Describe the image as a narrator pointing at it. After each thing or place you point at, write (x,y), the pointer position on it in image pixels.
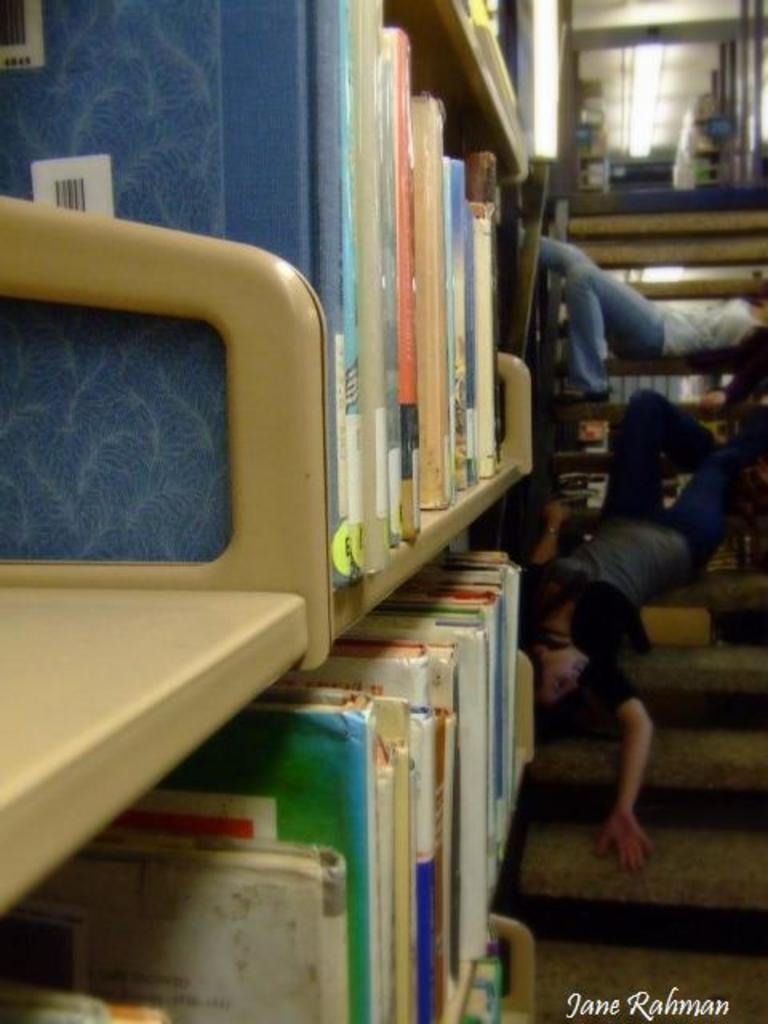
In this image we can see people (671,556) on the stairs (703,855). On the left (210,712) there are shelves (522,466) and we can see books (449,760) placed in the shelves (277,365).
